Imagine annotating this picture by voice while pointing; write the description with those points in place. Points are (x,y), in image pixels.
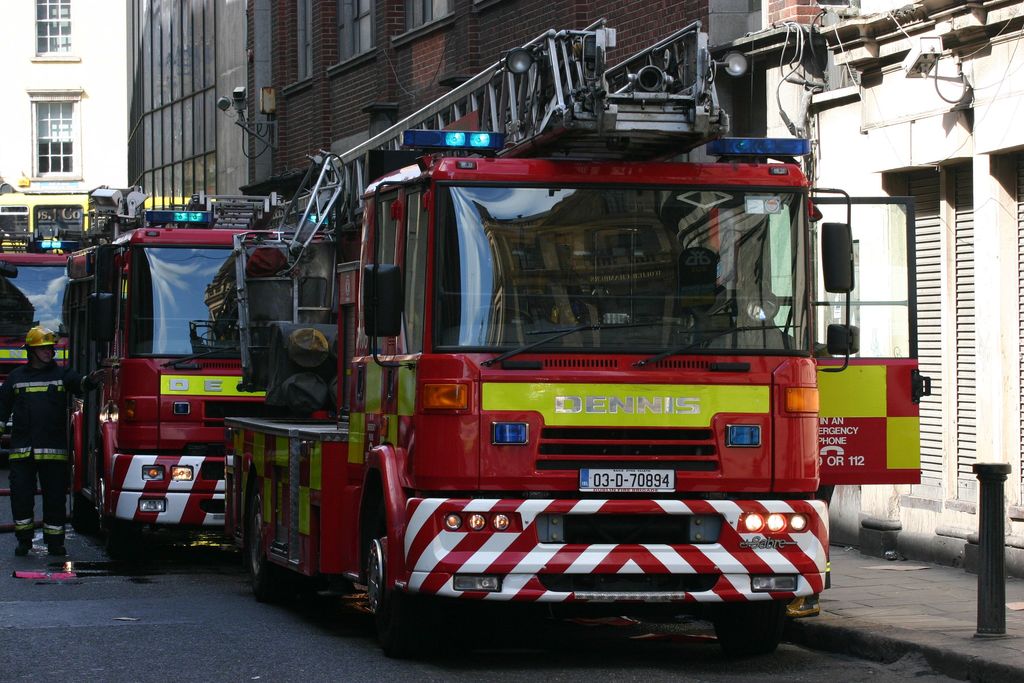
As we can see in the image there are vehicles (344,429), buildings (337,110) and windows (43,46).
